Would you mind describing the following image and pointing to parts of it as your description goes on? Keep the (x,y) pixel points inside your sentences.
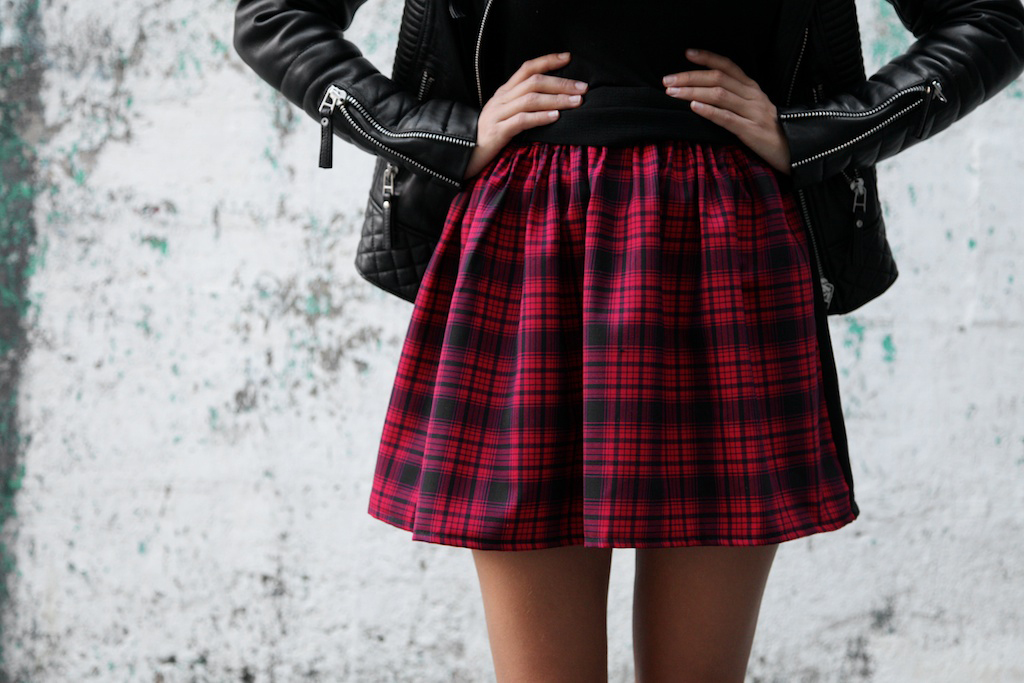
In this picture there is a person (506,59) standing wearing a black jacket (821,125). The background (120,90) is blurred. In the background (179,305) it is wall (890,469).
